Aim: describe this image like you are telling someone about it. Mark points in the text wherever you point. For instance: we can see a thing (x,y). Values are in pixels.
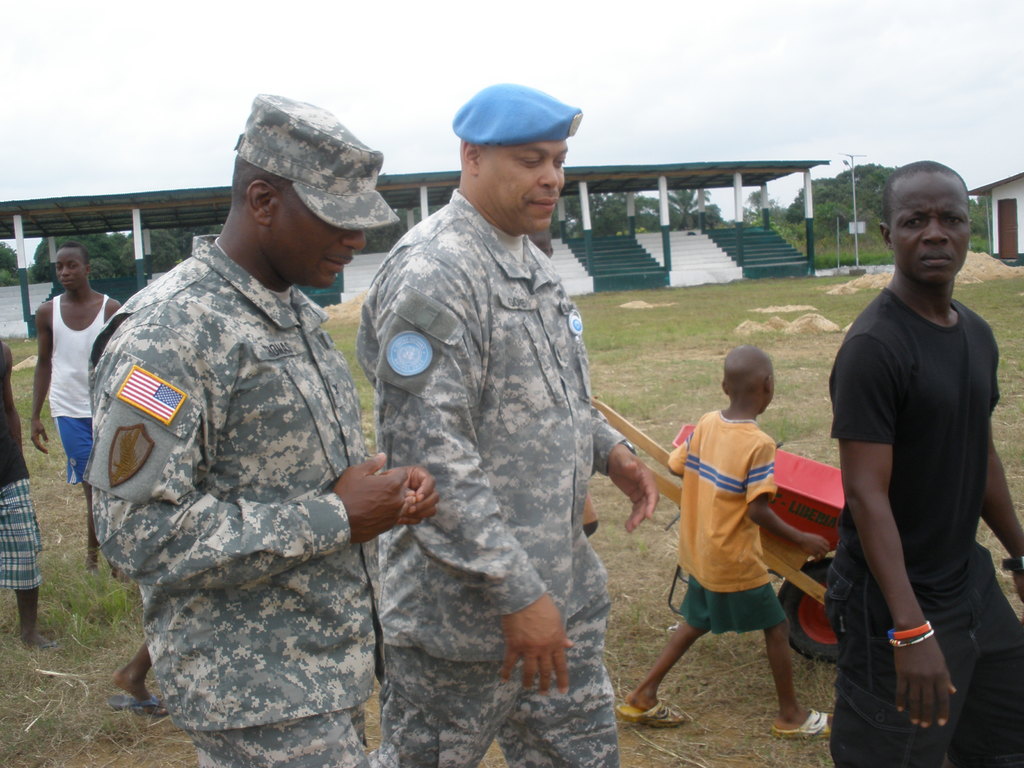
In this picture there are people (937,609) and we can see cart (805,502) on the grass (727,684). In the background of the image (676,169) we can see sheds (77,224), poles (765,224), trees (705,218), steps (730,245) and sky (888,80).
